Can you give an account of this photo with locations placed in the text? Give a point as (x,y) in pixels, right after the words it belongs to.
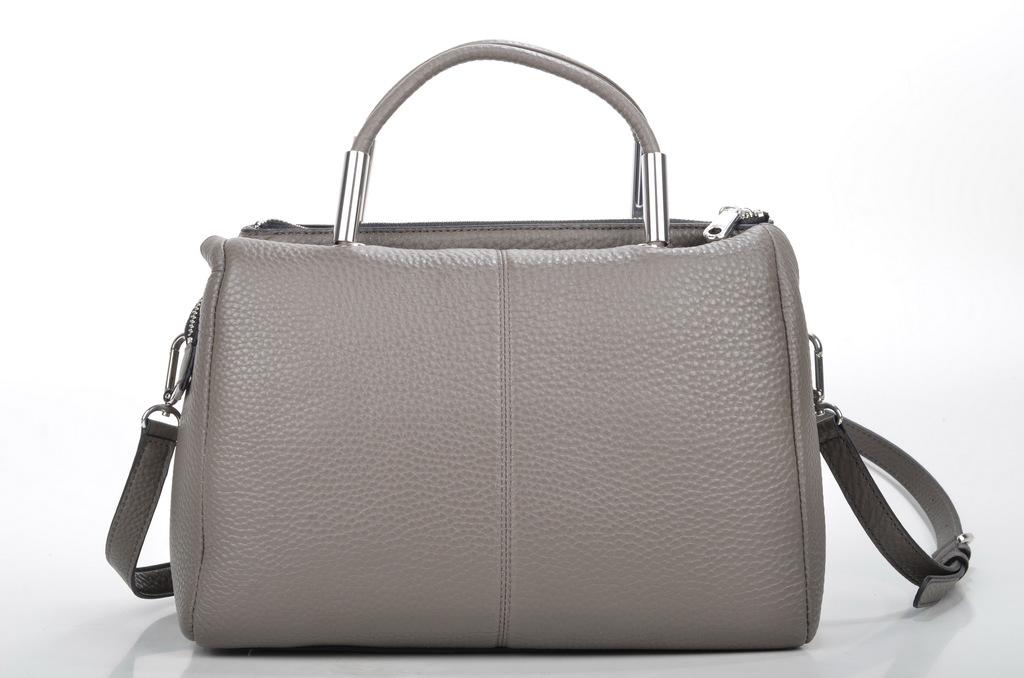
This is a picture of the grey colour handbag (600,353).
